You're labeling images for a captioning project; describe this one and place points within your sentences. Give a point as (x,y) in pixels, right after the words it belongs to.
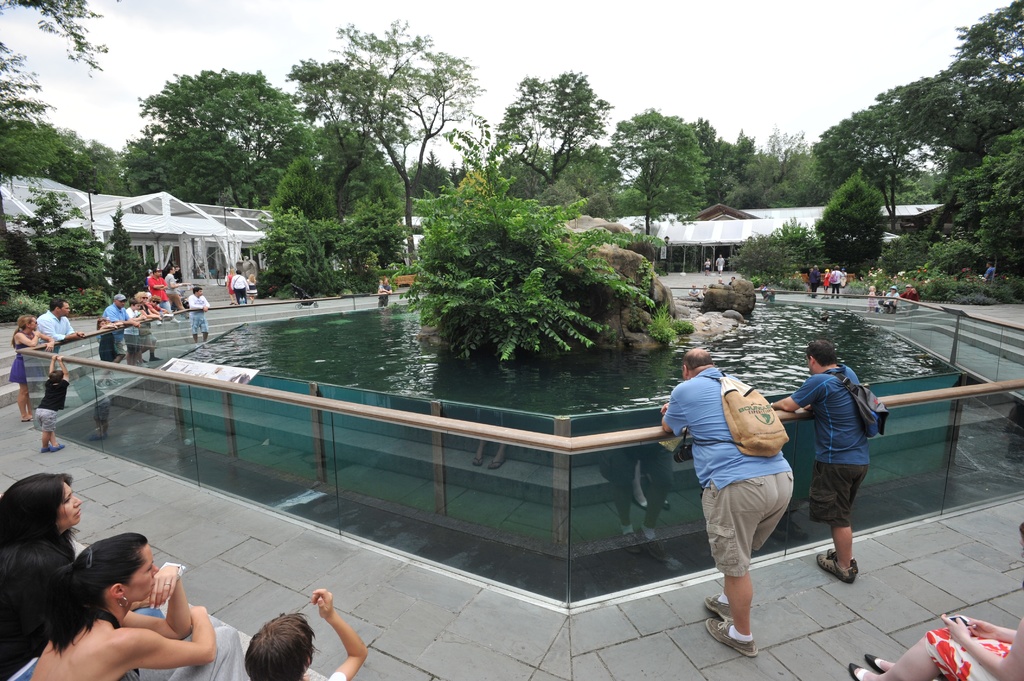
In this image, there is a floor (642,658), at the right side (737,542) there two persons (788,484) standing, at the left side (17,590) there are some people (72,626) sitting, at the background (324,212) there are some green color trees (411,206), at the top (784,22) there is a white color sky (500,23).
